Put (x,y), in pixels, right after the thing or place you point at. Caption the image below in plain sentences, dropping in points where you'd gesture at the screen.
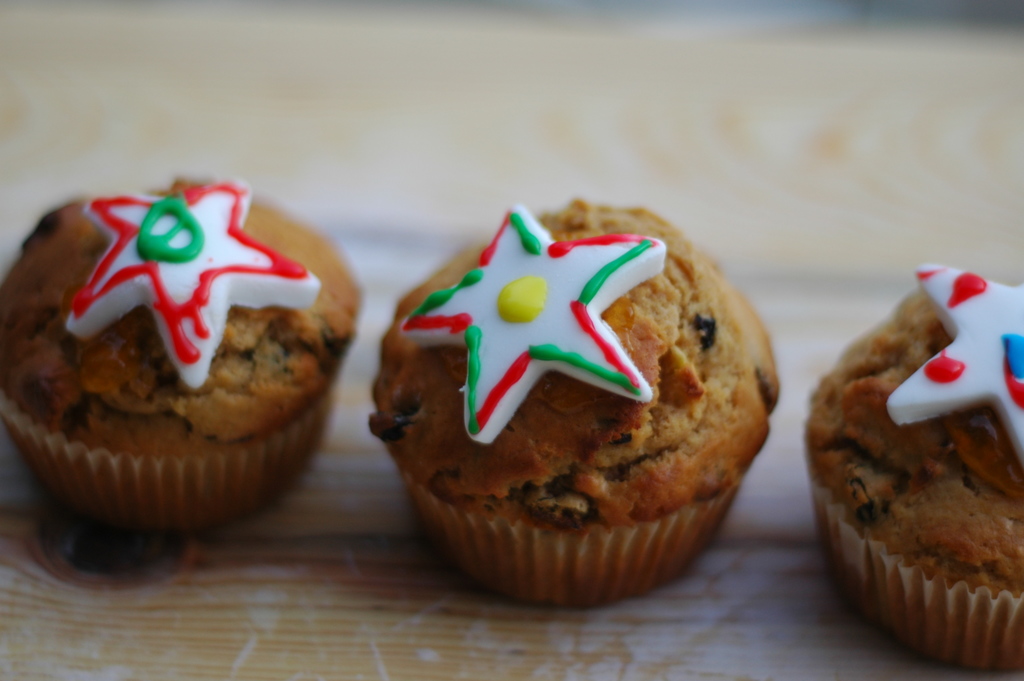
In this image we can see cupcakes (459,430) on the wooden surface (534,639).
